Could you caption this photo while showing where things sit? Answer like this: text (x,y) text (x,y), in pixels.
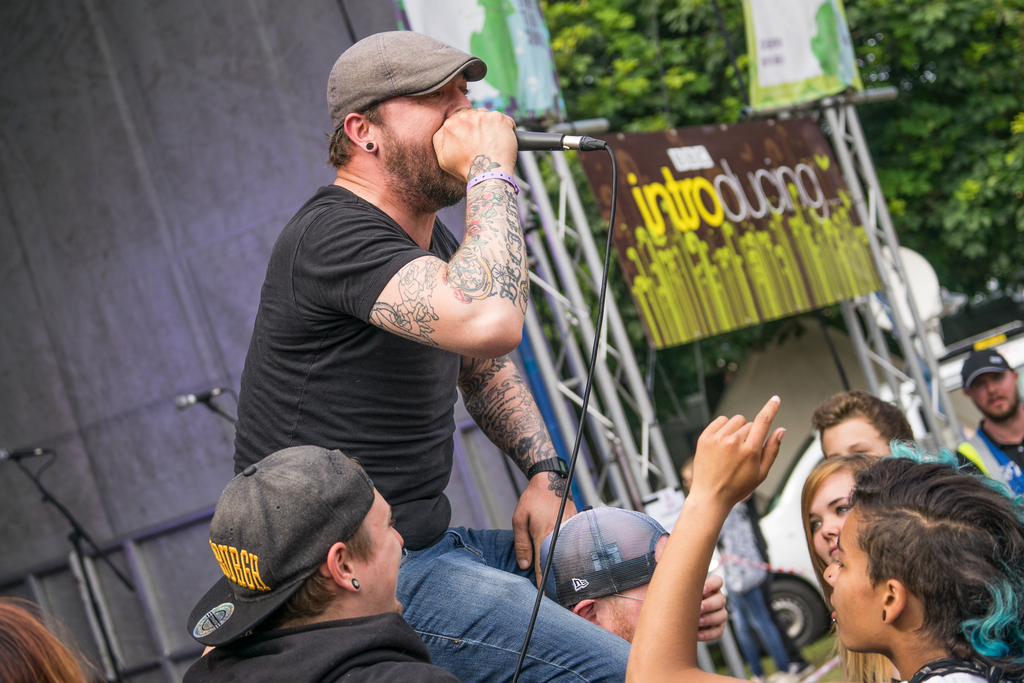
Here in the middle (347,418) we can see a person (381,486) singing a song with a microphone (523,143) in his hand (488,151) and we can see tattoos (507,249) all over his hands (466,338) present and in front of him we can see group of people (958,661) enjoying his music and on the right side (847,266) we can see banners (796,241) present and there is a car (955,379) present and there are trees (897,41) present.
